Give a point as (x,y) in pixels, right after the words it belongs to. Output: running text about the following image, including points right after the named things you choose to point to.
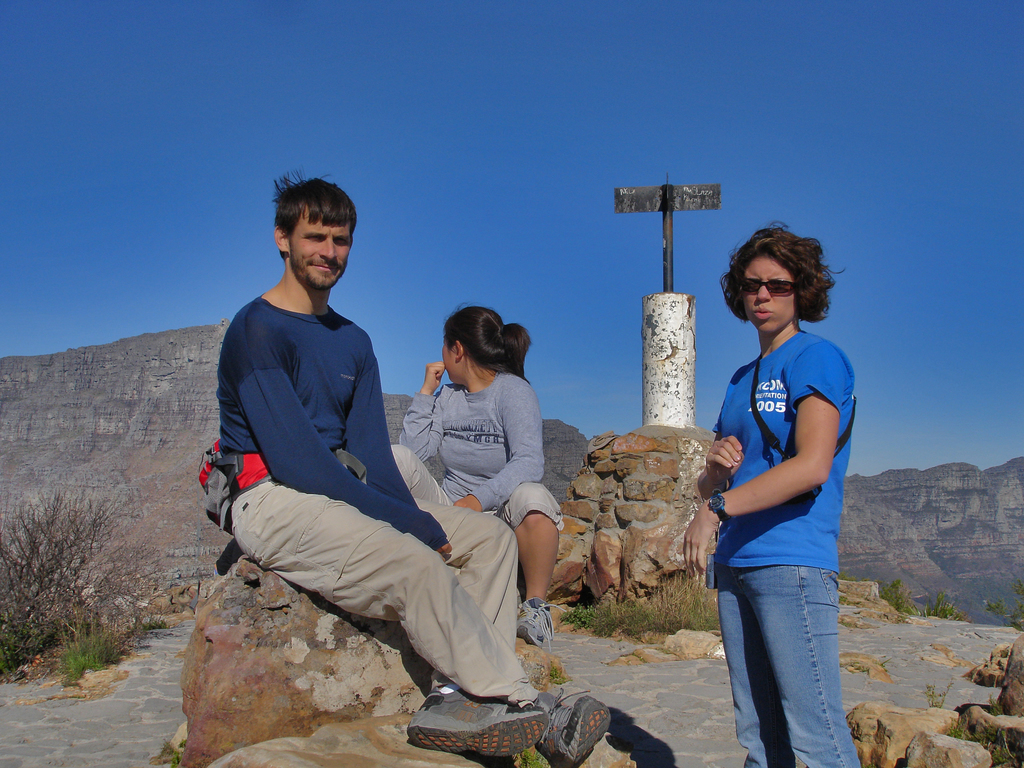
In this image, there are two persons (451,417) wearing clothes (334,440) and sitting on rock (345,656). There is an another person (744,503) on the right side of the image (764,476) standing in front of rocks (903,729). There is a sign board (669,206) in the middle of the image (665,325). In the background of the image (701,171), there is a hill (145,357) and sky (614,96).
